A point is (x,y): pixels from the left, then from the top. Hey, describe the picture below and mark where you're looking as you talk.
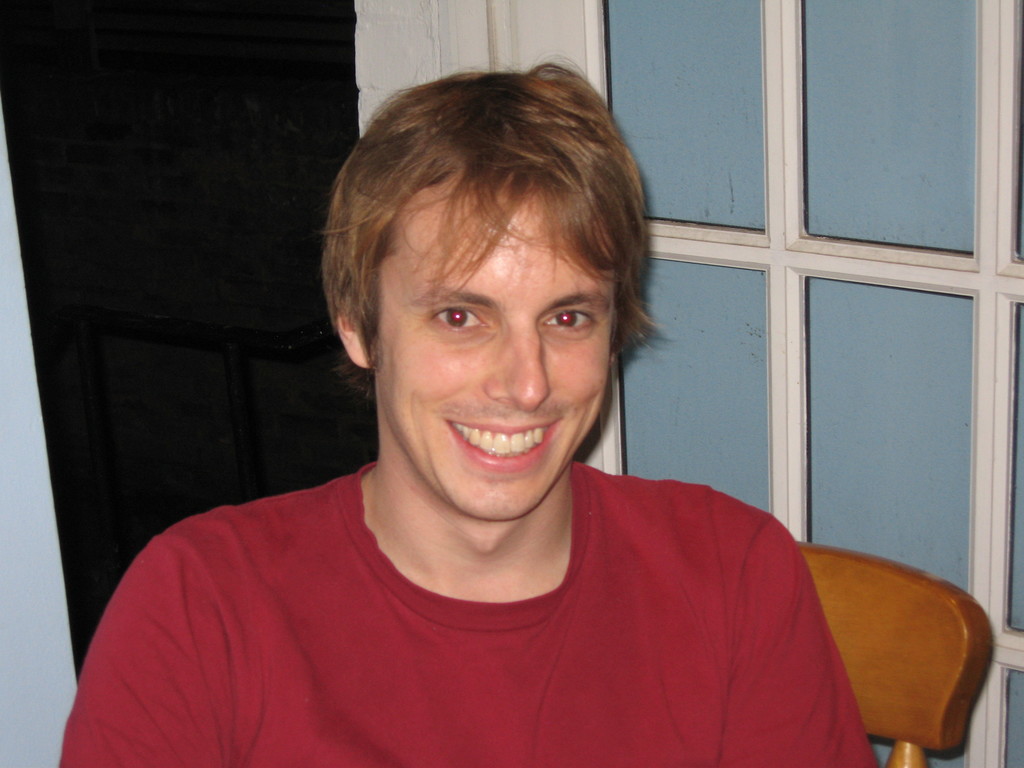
Here we can see a man (143,721) sitting on a wooden chair (873,724) and he is smiling. Here we can see a glass window (876,232) on the right side (873,234).
